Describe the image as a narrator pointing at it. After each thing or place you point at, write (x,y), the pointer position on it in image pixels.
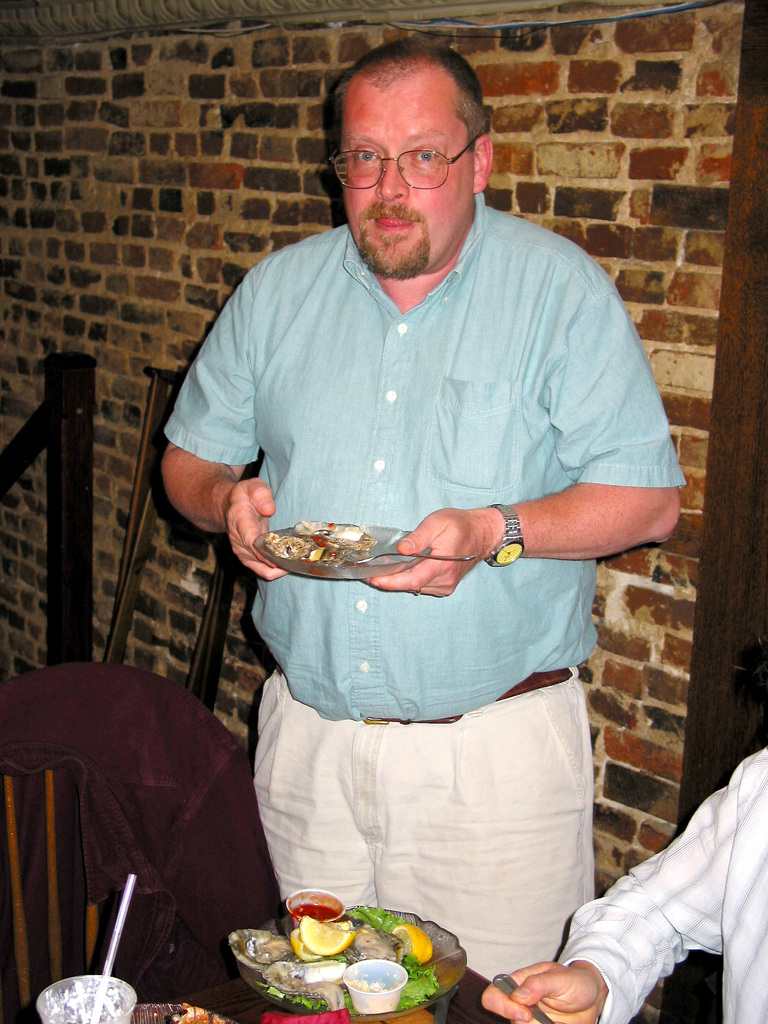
In the foreground of this image (302,905), at the bottom (106,1016) on the table (226,1009), there is a glass (121,988), straw (97,1006), platter (441,950) with food (421,979), spoon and a man (536,997) holding a spoon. In the middle (415,634), there is a man (410,591) standing and holding a platter (341,562) and a spoon (422,556). Beside him, there is a chair (53,771) on which, there is a coat (79,710). In the background (104,175), there is a wall (137,190) and few wooden sticks (127,570) like objects (203,615).
